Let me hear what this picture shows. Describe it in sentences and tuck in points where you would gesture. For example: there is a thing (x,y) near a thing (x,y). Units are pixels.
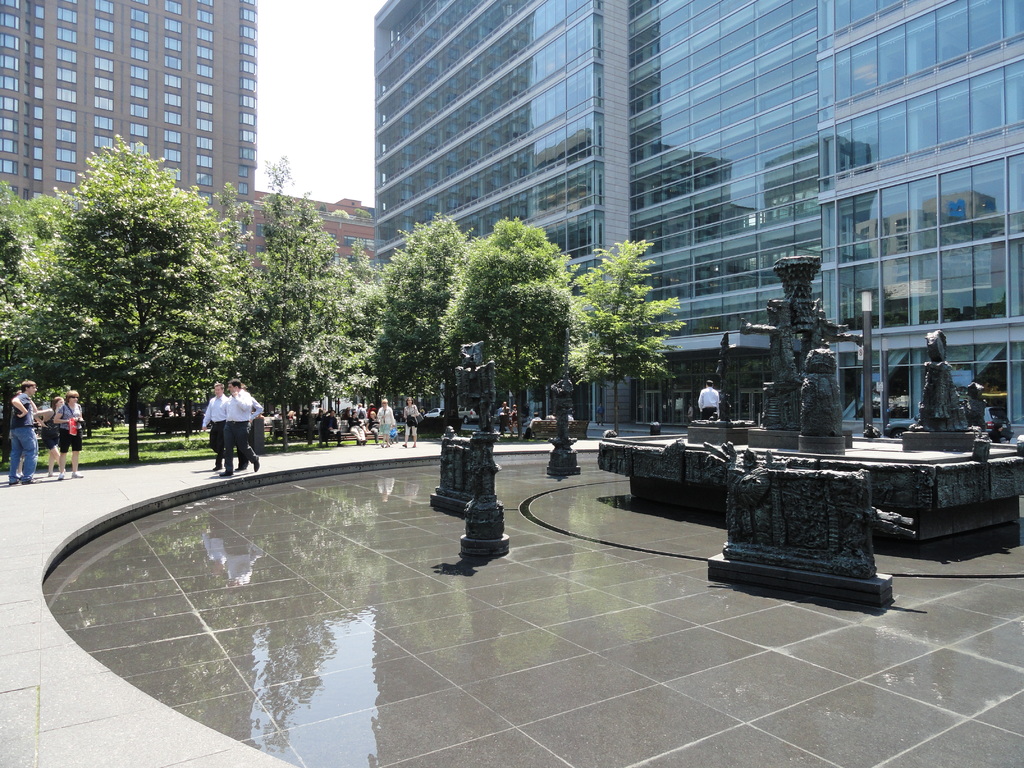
In this image I can see few persons (237,453) some are standing and some are walking, in front (235,424) the person (251,413) is wearing white shirt (237,407), black pant (235,437). I can also see a glass building (591,155) and a building (83,35) in brown color, trees (143,251) in green color, water (518,478). Background (338,137) the sky (324,91) is in white color.
